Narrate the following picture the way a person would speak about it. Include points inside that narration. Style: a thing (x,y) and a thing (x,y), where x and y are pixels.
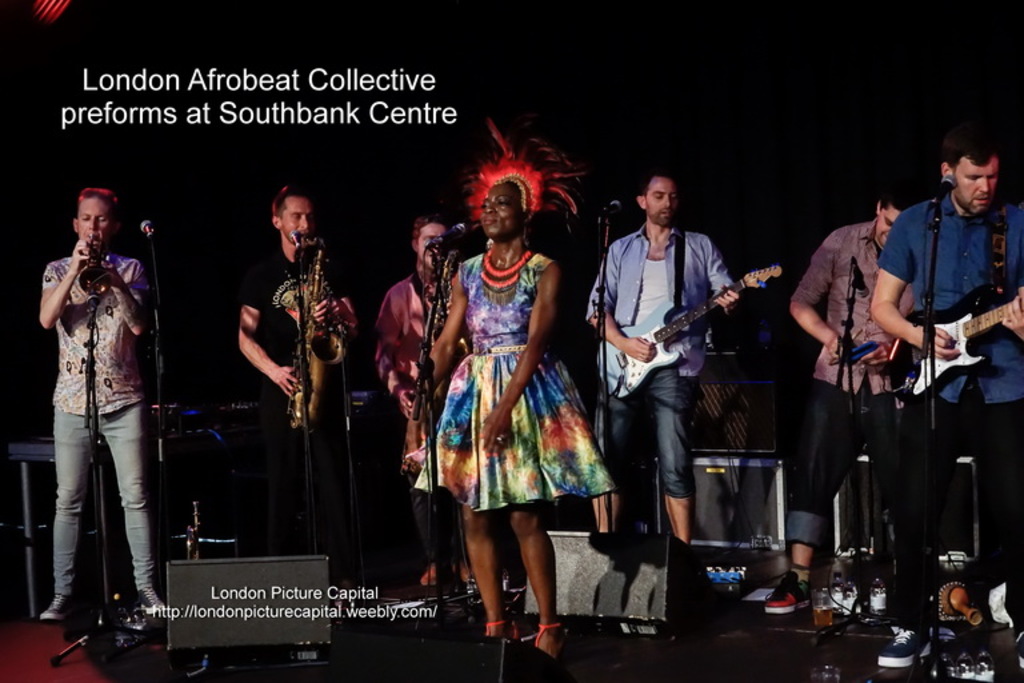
In this picture, There are some people (924,483) standing and they are holding some music instruments (961,326) and there are some microphones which are in black color, In the middle (461,424) there is a woman (517,372) standing and she is singing in the microphone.
